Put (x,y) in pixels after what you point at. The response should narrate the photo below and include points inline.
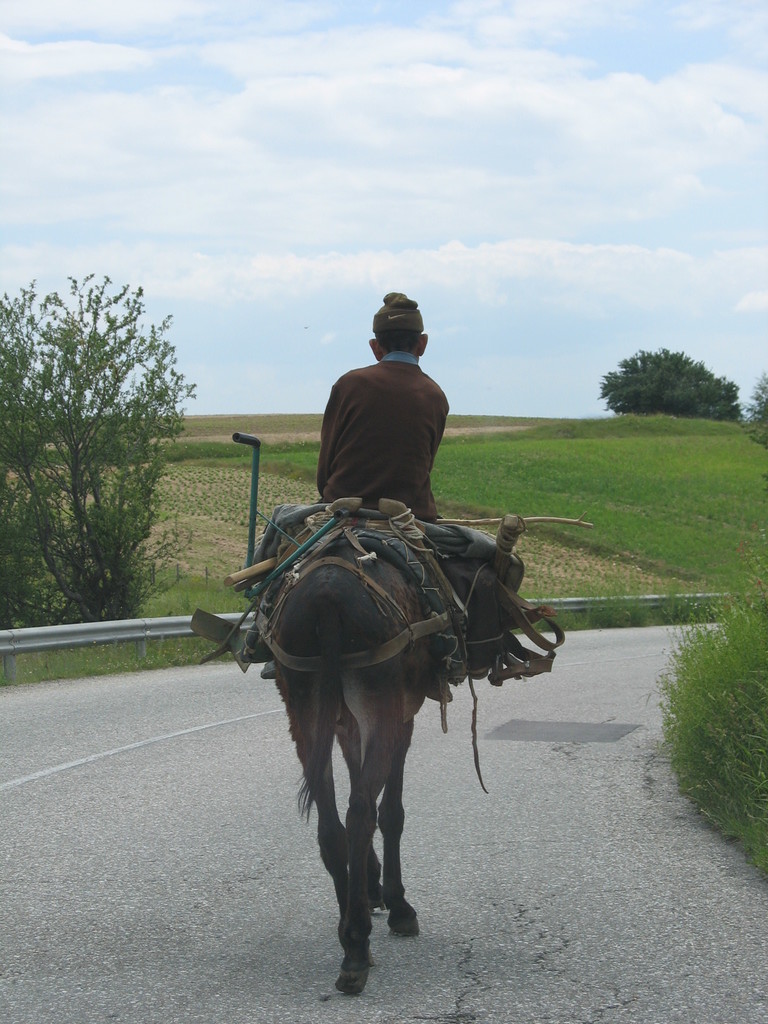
In this image I see a men (339,485) who is sitting on an animal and it is on the path (22,1005). In the background (130,657) I see few trees (653,405), grass (591,487) and the sky (252,347).
